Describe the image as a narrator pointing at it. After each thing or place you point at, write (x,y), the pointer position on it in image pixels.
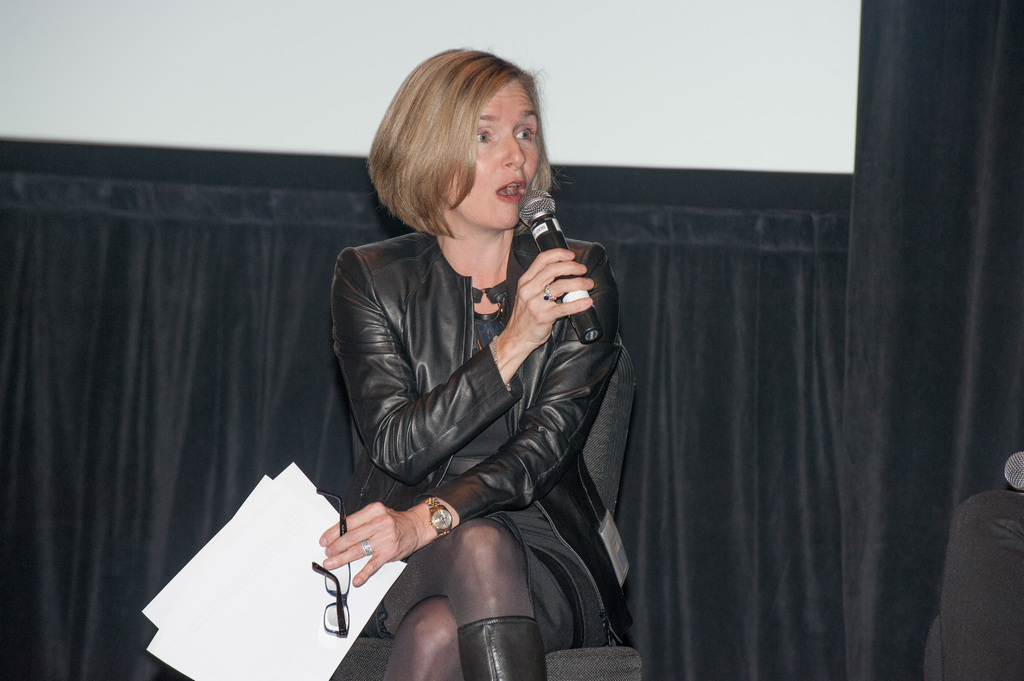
There is a lady (501,212) sitting on a chair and holding papers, specs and a mic (553,240). She is wearing a watch (443,527). In the background (810,306) there is a curtain (801,348).
